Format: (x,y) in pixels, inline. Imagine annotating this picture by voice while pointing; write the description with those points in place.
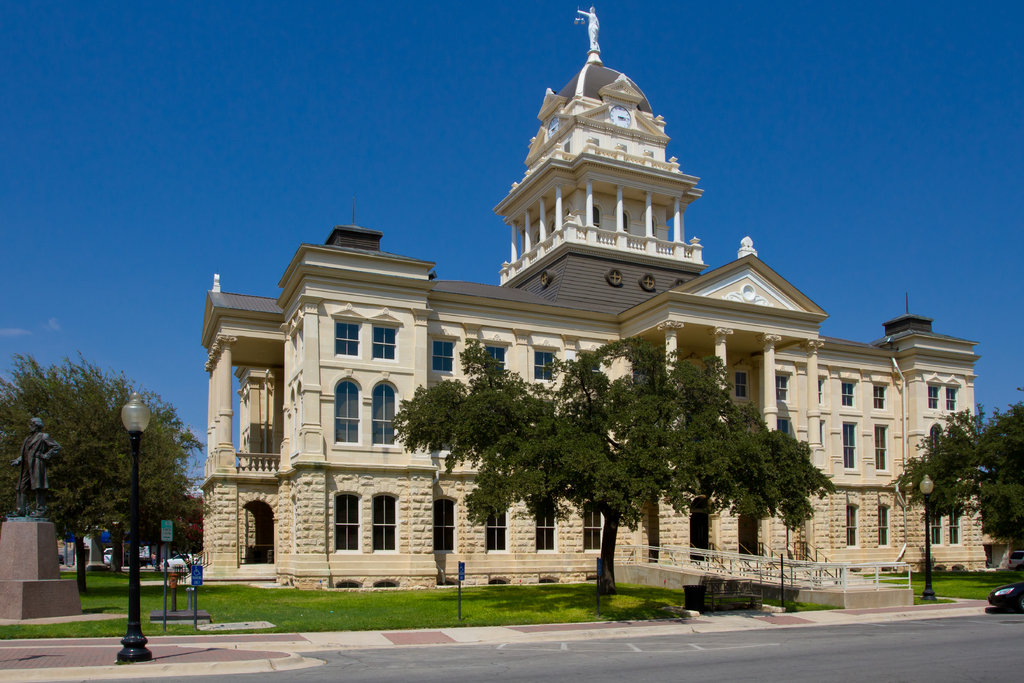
In this picture we can see the poles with lights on the path (160,666) and behind the poles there are trees (964,479), grass (303,602) and a building (407,357). On the left side of the building (272,465) there is a statue (22,519) and behind the building (249,579) there is a sky (252,120).
